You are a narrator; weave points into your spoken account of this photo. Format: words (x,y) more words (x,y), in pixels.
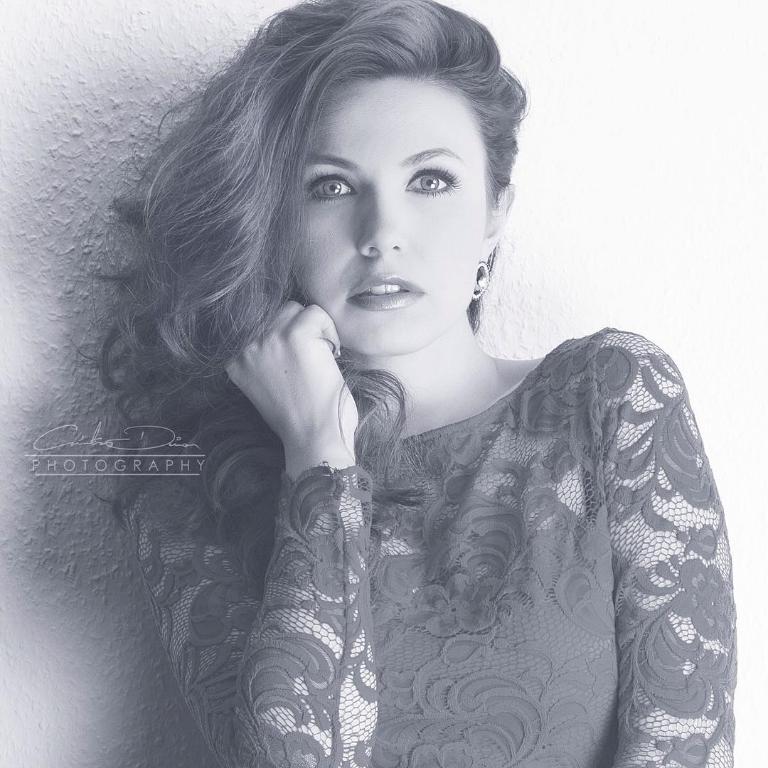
In this picture we are seeing one girl (360,227) doing pose and holding her hair (229,308) with right hand (296,309).
